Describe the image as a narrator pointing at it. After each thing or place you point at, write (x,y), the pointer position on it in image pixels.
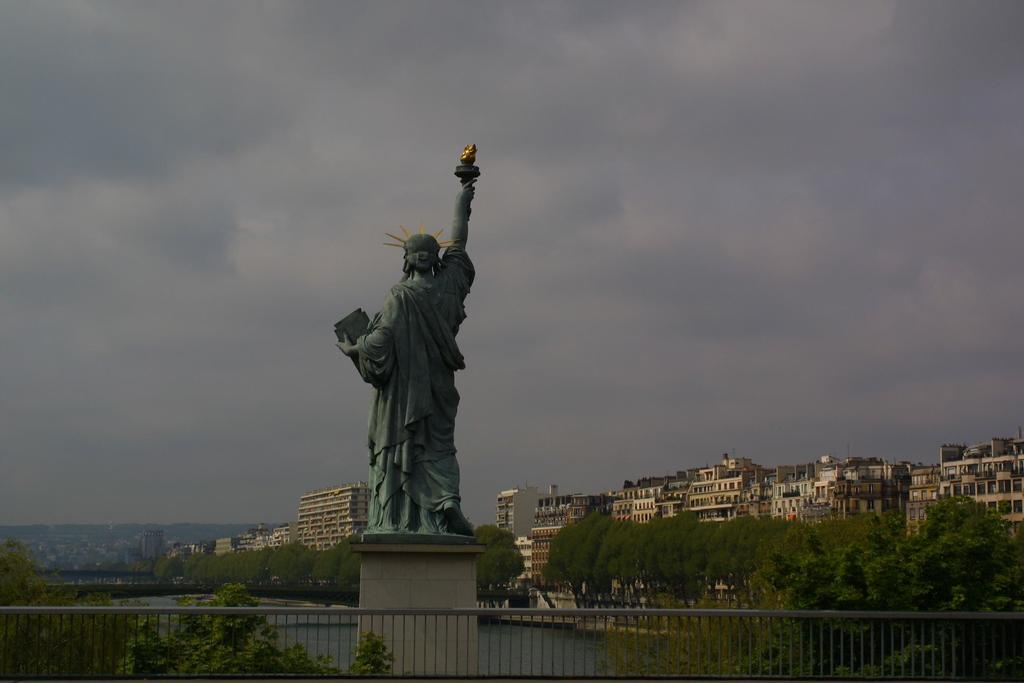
In this picture we can see a statue (427,432), fence (233,620) and few trees (761,562), in the background (332,626) we can see water (345,623), few buildings (279,536) and clouds (273,369).
